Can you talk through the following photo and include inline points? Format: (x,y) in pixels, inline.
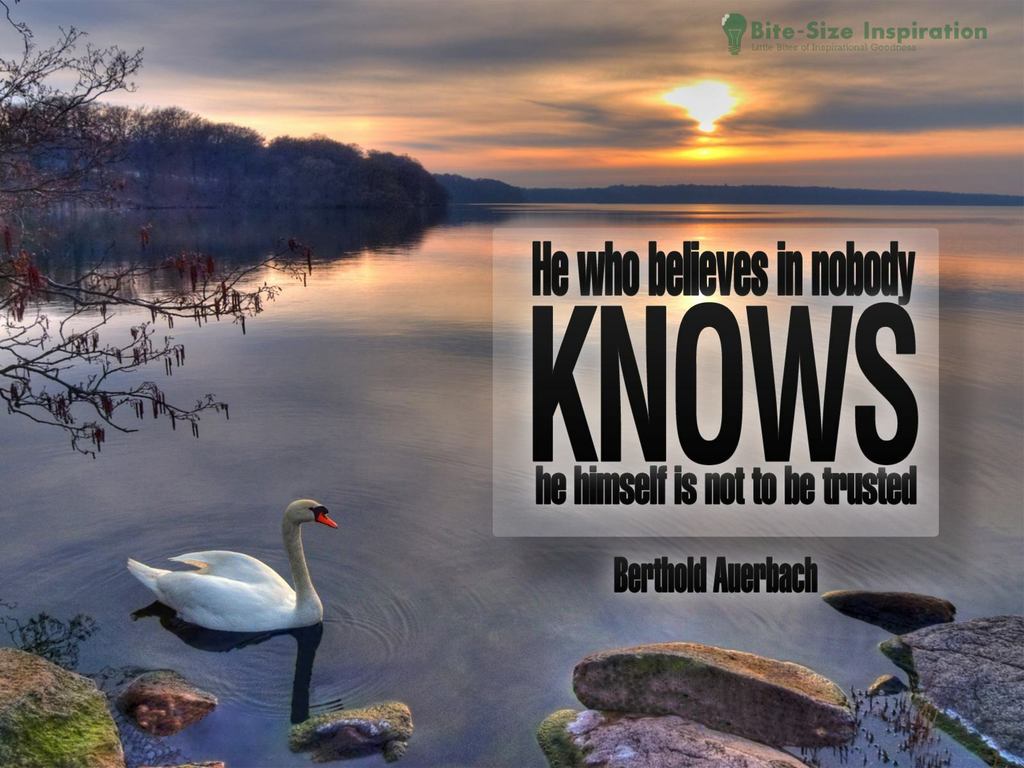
In front of the image there are rocks (63,696), beside the rocks (69,685) there is a swan (291,568) in the water (369,386), on the left side of the image (60,334) there is a tree (42,331), in the background of the image (136,187) there are trees (183,190) and mountains (480,191), at the top of the image (393,105) there are clouds (621,102) and sun (693,92) in the sky (656,84). On the image there are some text (726,308) and logo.
